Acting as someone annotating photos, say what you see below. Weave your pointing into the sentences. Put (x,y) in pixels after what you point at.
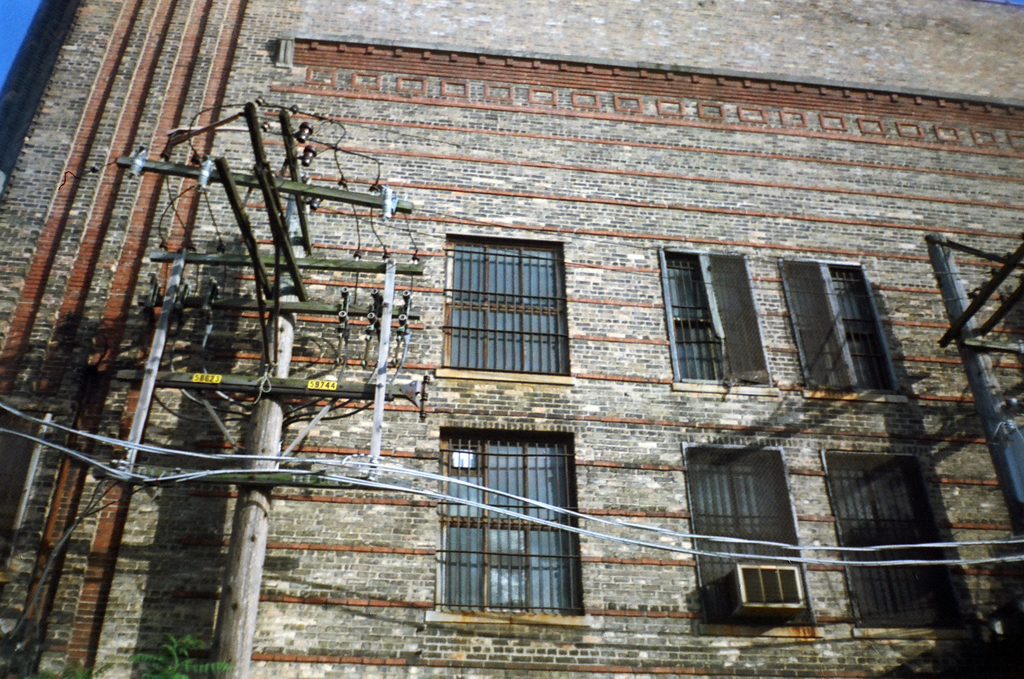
In this image we can see current poles (253,243), wires (55,560), brick building (712,224), air conditioner fan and windows (705,587) here.
